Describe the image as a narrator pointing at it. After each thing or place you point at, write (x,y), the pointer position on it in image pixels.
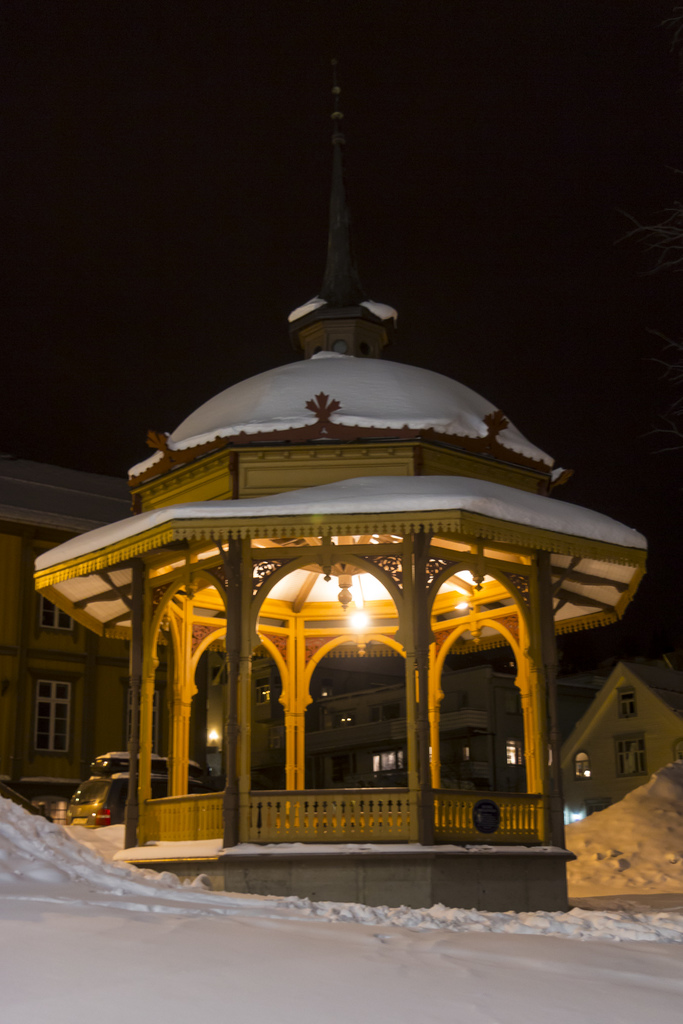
In the center of the image (245,552) we can see a gazebo (401,617). In the background (607,740) there are buildings (600,704) and sheds (597,752). At the bottom (211,889) there is snow (424,954). In the background (464,236) there is sky (436,220).
